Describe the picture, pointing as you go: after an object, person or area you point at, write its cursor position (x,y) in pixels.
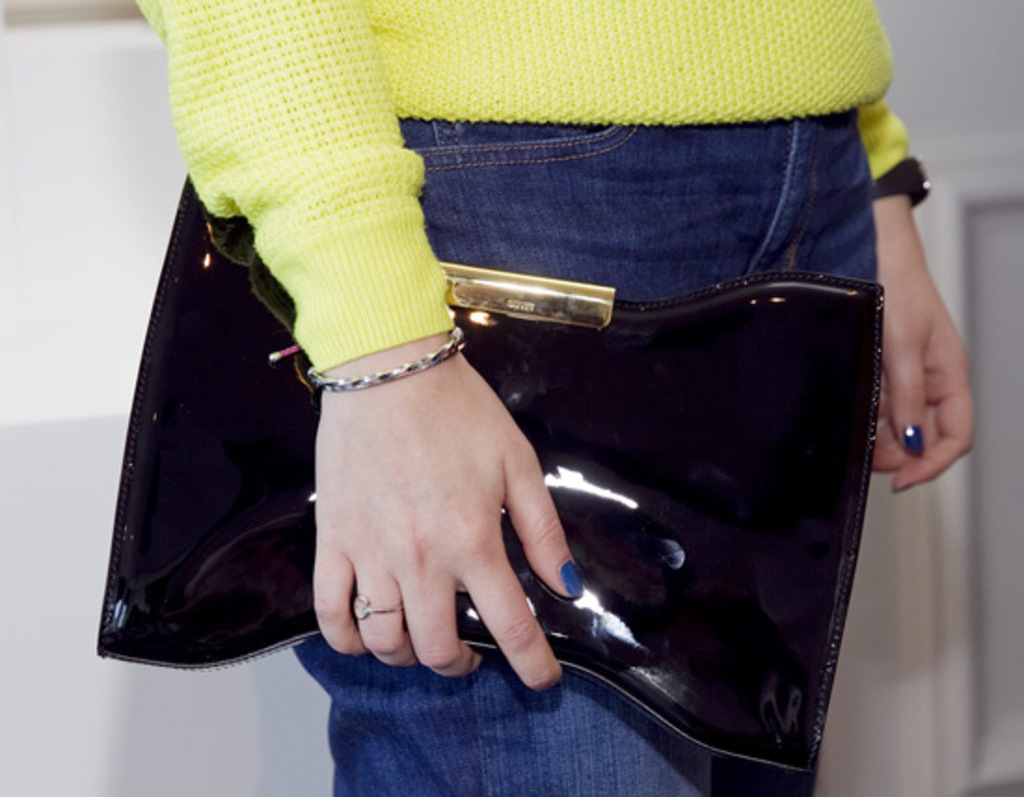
This image looks like it is clicked inside the room (140,284). The woman (298,253) is wearing yellow shirt (493,30) and blue jeans (349,750). And holding a black color purse (567,601) in her hand (343,424). she is also wearing watch (917,193). In the background (50,453) there is a wall (92,346).
